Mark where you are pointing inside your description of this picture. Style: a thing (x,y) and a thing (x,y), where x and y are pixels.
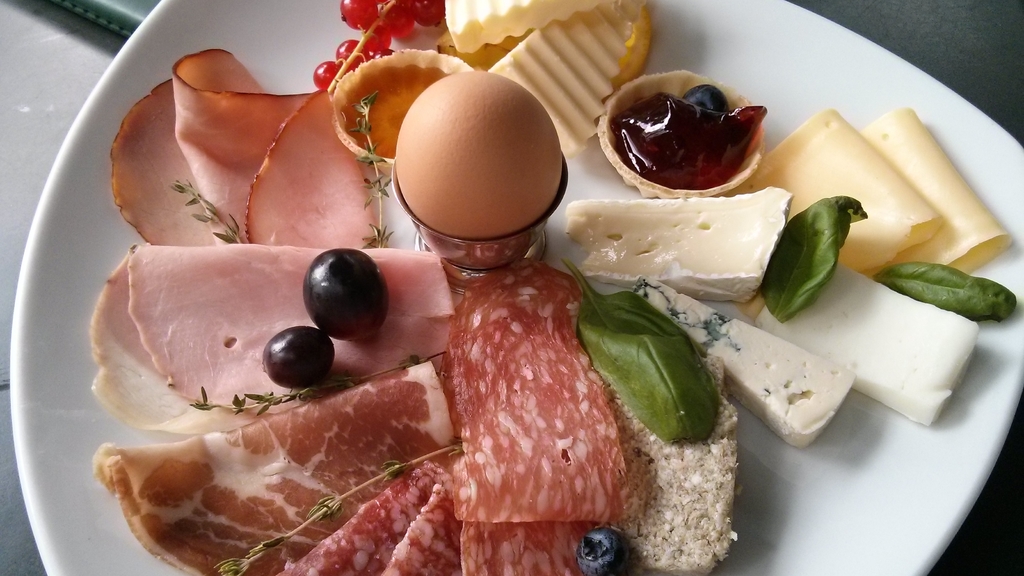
This image contains a plate (132,556) which is kept on the table (44,74). On the plate (383,211) there is some fruits (353,307), leafy vegetables (973,318) and some food (826,355) are on it.
